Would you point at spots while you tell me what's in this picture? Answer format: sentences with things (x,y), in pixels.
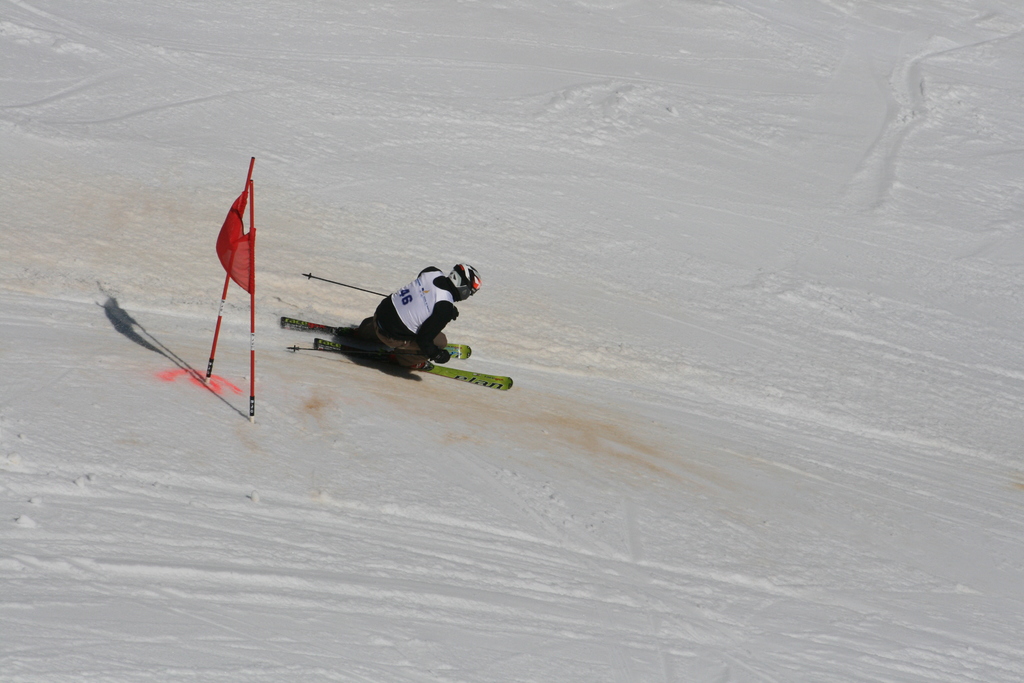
This image consists of a person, who is skiing on ice (343,369). There is the flag (227,214) on the left side (246,275). There is ice (226,188) all over the image.
